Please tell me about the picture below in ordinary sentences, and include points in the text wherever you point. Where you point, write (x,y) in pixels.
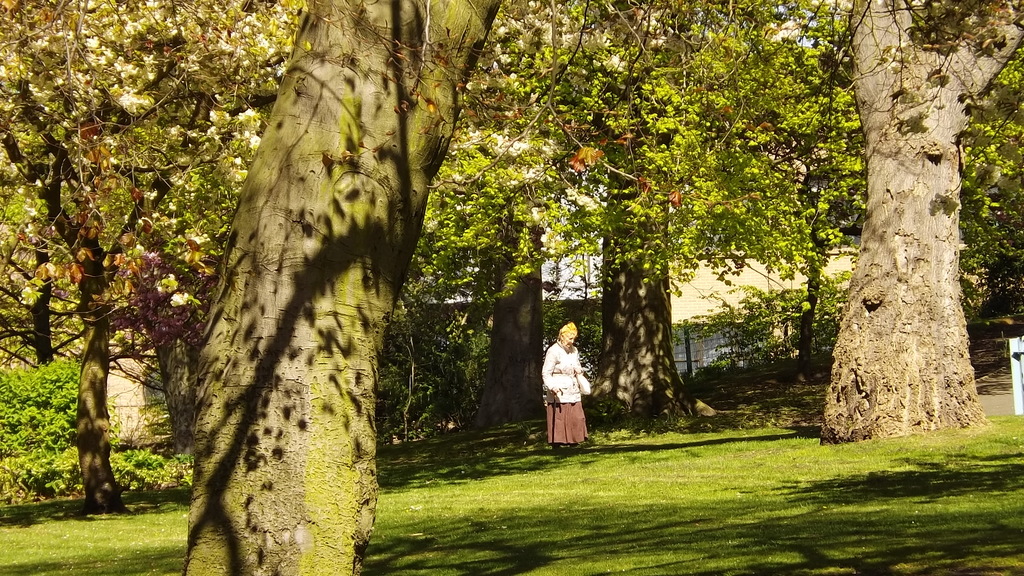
In this picture we can see trees (699,164), plants (117,460) and grass (589,503). Here we can see a woman (572,331) standing.
